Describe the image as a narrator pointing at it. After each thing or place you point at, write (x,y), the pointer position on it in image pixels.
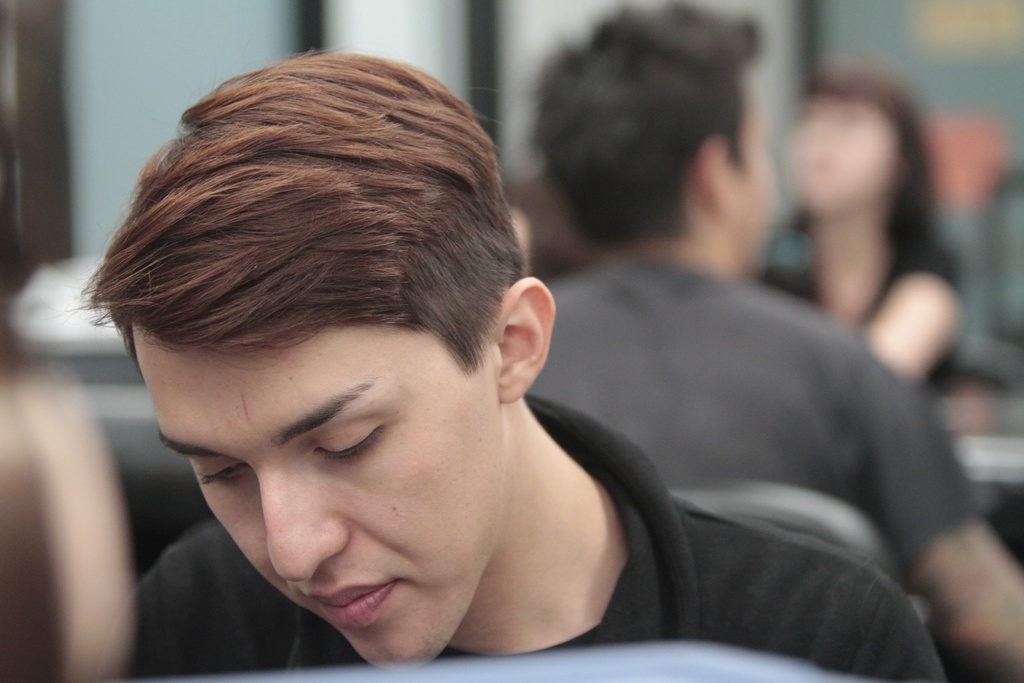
In this image there are two men (576,282) seated on chairs (745,509) behind each other, and there is a woman (820,280) seated on the chair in front of one of the men (751,220).
